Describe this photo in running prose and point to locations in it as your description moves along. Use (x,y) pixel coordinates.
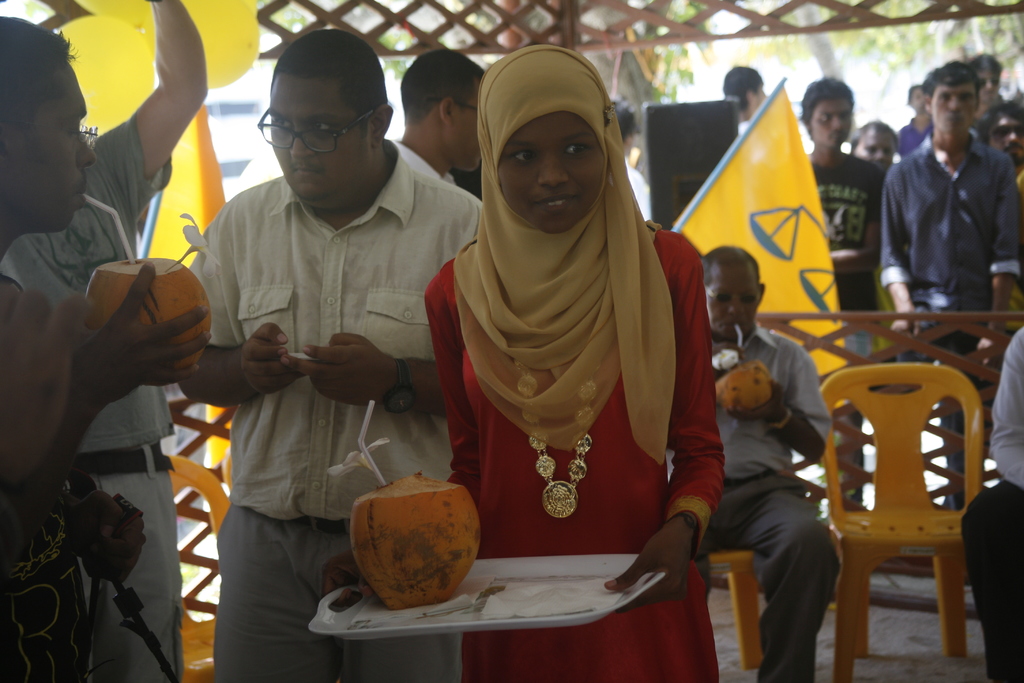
This picture seems to be clicked under the tent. On the right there is a woman (538,427) wearing red color dress (632,507), holding a tray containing fruit (426,492) and standing. On the left (226,233) there is a man (405,220) wearing white color shirt (296,449) and standing and we can see a person (93,380) holding a coconut (159,260) and seems to be drinking the coconut water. In the background (991,265) we can see the group of people (955,272) and yellow color chairs (920,550) and there are some people (1017,392) sitting on the chairs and there is a yellow color flag (755,192) and we can see the metal rods (565,36) and the trees (1001,22).
